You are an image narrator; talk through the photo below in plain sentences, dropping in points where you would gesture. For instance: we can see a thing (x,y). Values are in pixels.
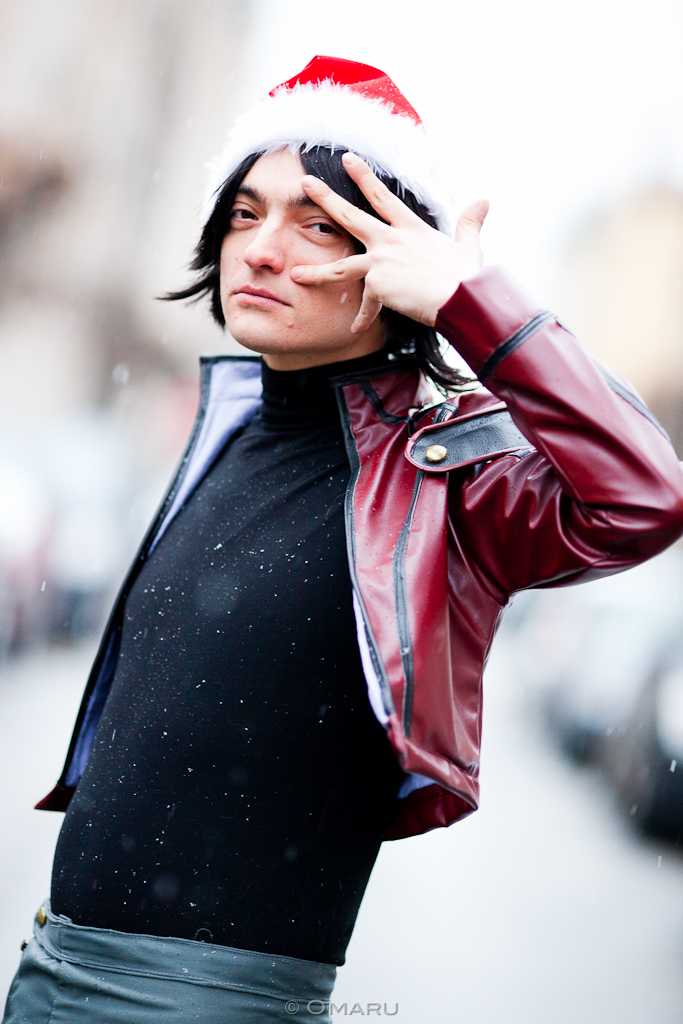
In this picture there is a man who is standing in the center of the image (327,386) and the background (235,8) area of the image is blur.
